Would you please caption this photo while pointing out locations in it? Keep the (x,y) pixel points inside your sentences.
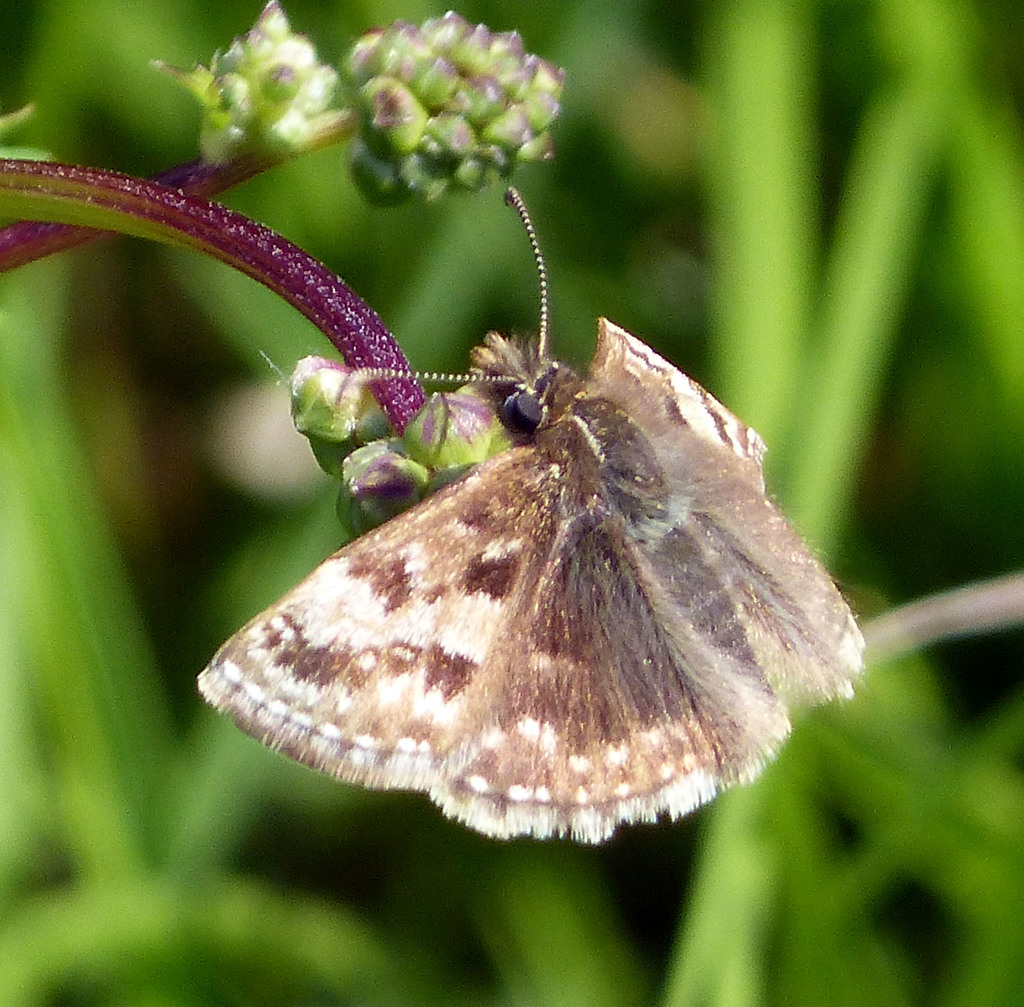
In this image there is a butterfly (553,436) eating the flowers (473,415). In the background (243,598) there are green leaves (832,448).
